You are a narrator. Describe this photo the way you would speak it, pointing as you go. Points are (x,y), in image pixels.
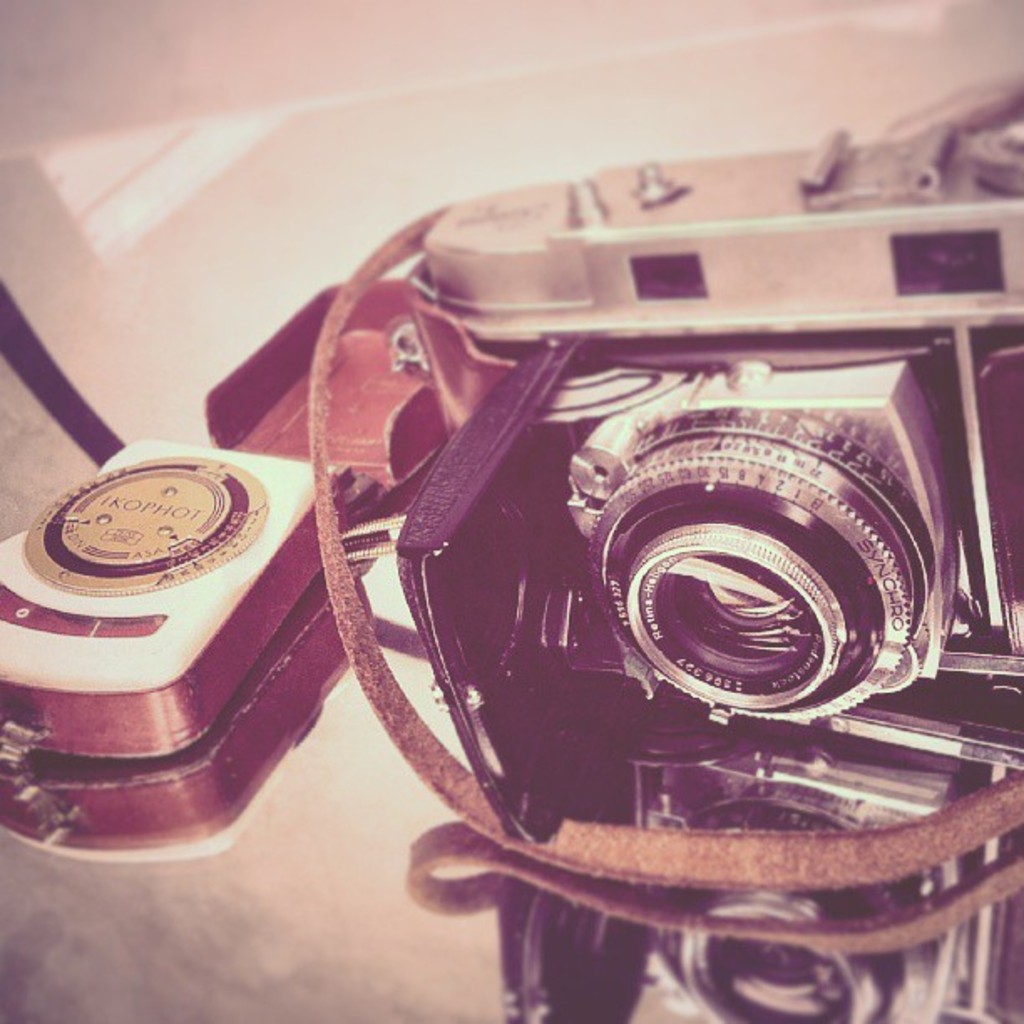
This picture is mainly highlighted with a camera (999,645) placed on a glass surface (408,829) and we can see the reflection (1011,941).
